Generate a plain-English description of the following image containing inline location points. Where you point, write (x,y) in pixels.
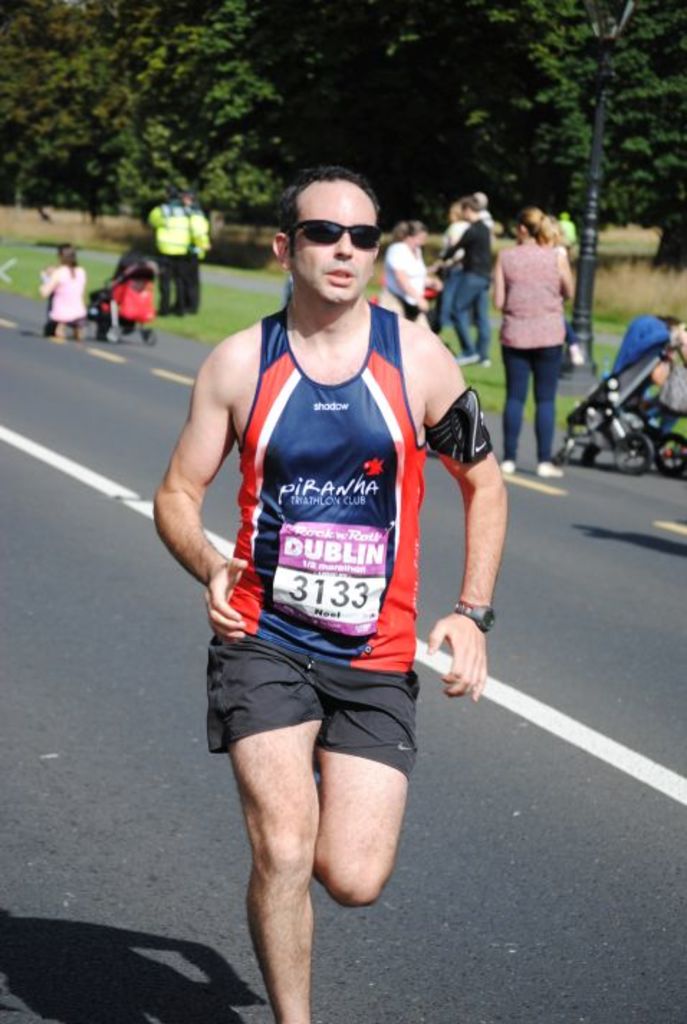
This person (377,602) is highlighted in this picture. He is running on a road (333,952), as there is a leg (305,801) movement. Far there are number of persons (176,190) standing. A baby (682,322) sitting chair (655,445). Far there are number of trees (405,99). Grass (228,304) is in green color. A pole (583,347) with lantern (612,18), it is in black color.
